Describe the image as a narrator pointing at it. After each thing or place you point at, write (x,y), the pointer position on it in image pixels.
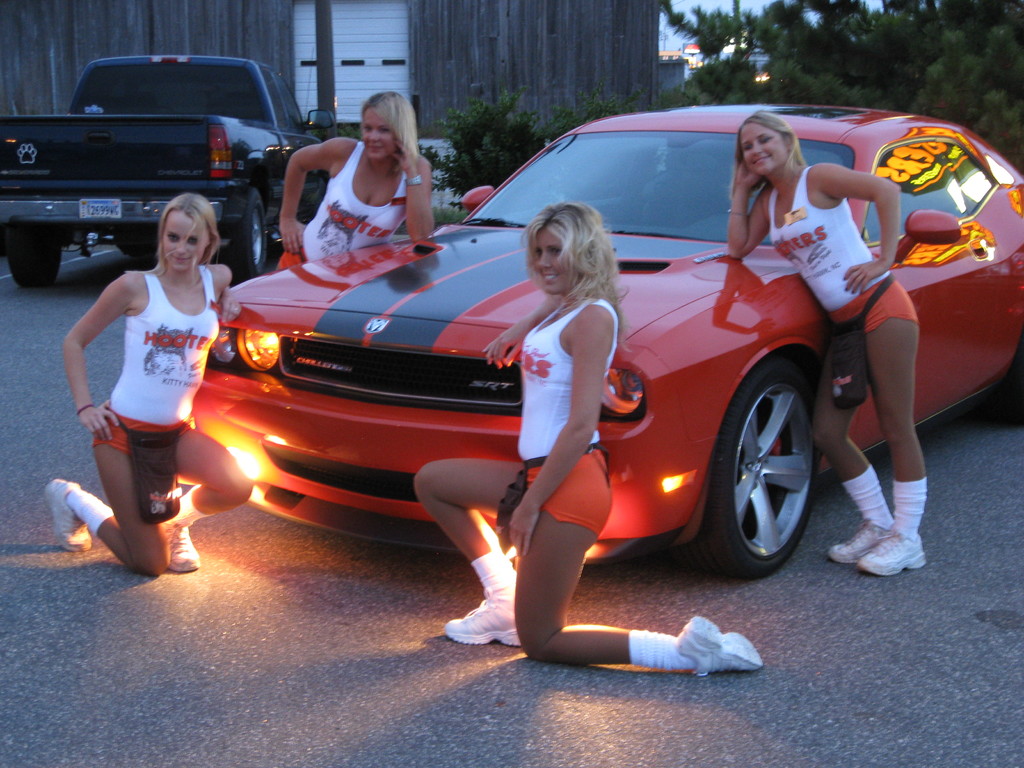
In this picture I can see vehicles (8,229) on the road (924,702). There are four persons (854,556). I can see a wall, trees (804,65) and the sky (697,24).
